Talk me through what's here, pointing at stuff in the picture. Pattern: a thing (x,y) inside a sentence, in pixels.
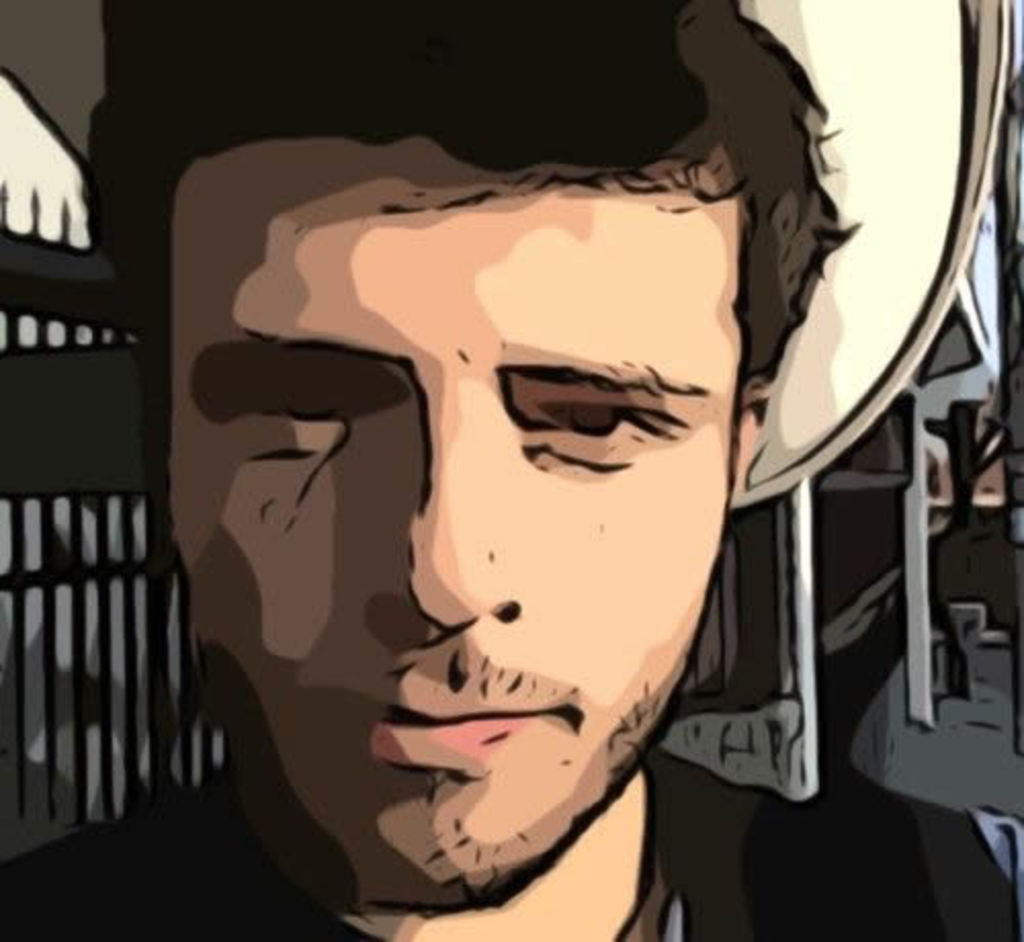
In this image we can see an edited picture of a person (490,406), and a building (98,544).
